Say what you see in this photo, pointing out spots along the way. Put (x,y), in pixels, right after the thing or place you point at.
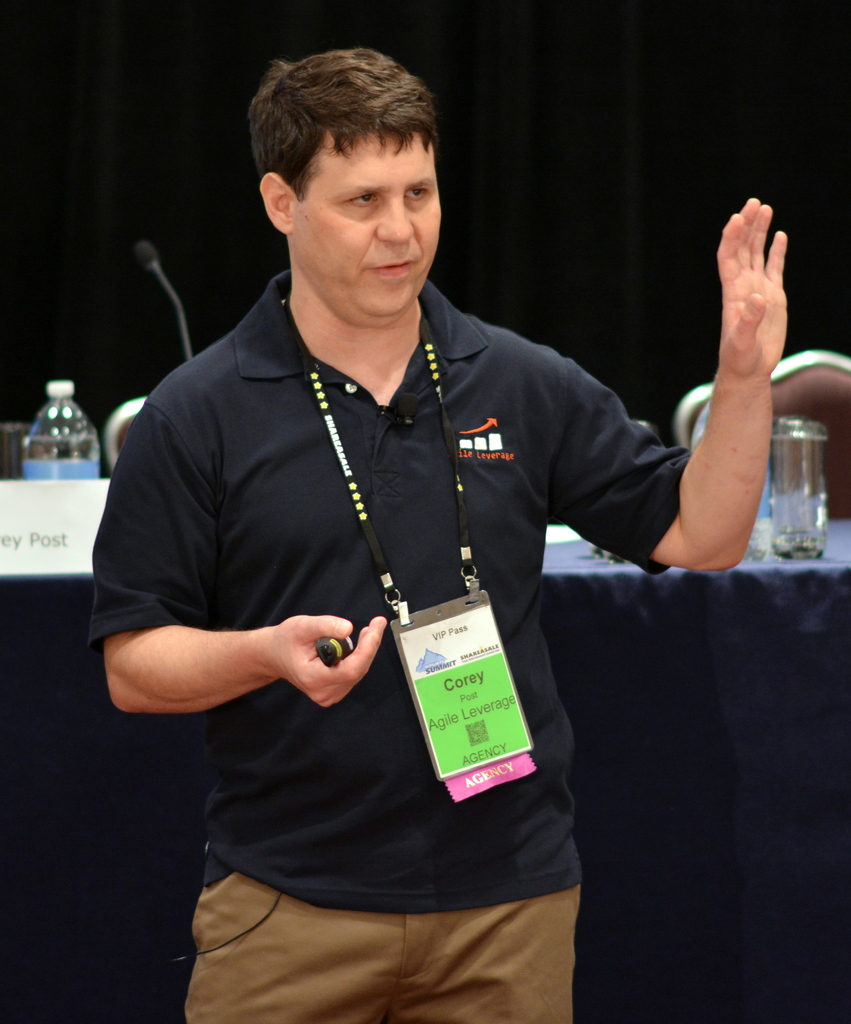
In this image there is a man (466,478) standing wearing a id card (351,471) and in back ground (48,490) there is name board (47,494), bottle (78,414), microphone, glass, chair (702,400) in the table (809,746).
